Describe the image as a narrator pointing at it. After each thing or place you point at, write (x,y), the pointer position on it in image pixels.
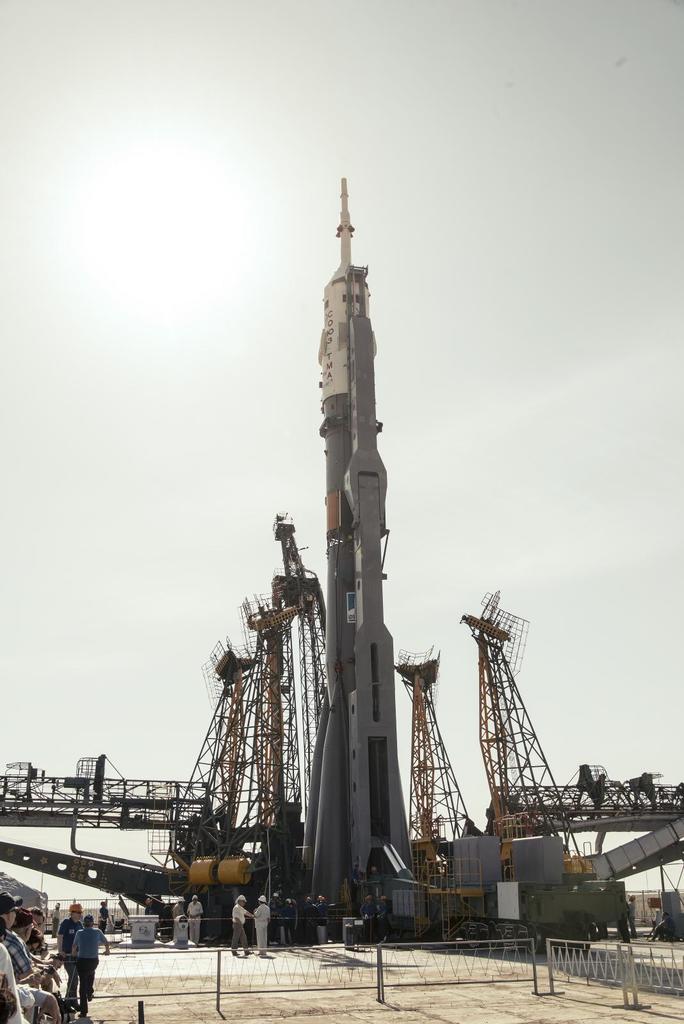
In front of the image there is a metal rod fence (226,976), on the left side of the image (54,996) there are a few people (73,986) standing, behind the fence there are a few engineers (247,915) standing in front of a rocket launching pad (207,903) with rocket (357,385) and some other equipment (268,777) around them.
